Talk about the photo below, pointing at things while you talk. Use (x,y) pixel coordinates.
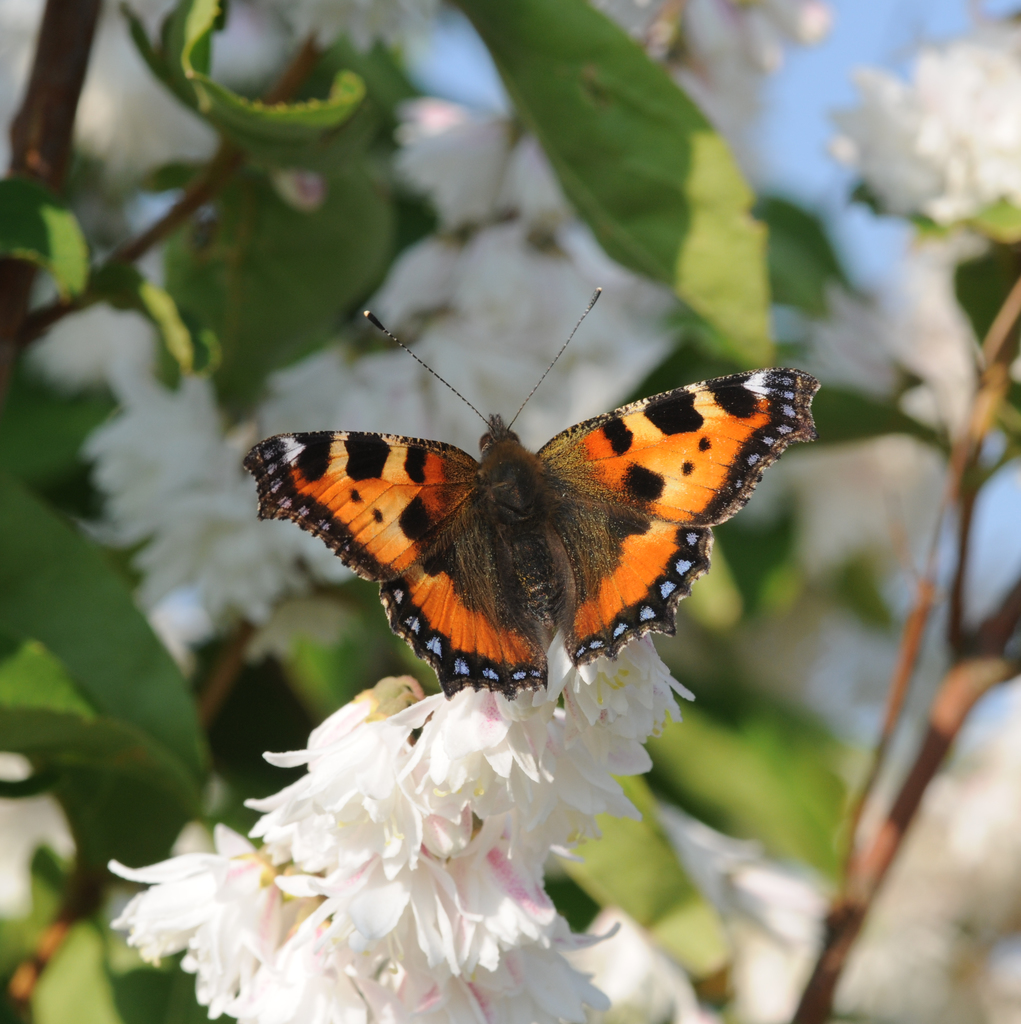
In the picture there is a butterfly (564,511). In the foreground of the picture (501,844) there are flowers (509,821). The background (833,105) is blurred. In the background (954,103) there are flowers (439,150) of a plant (35,612). It is sunny.
